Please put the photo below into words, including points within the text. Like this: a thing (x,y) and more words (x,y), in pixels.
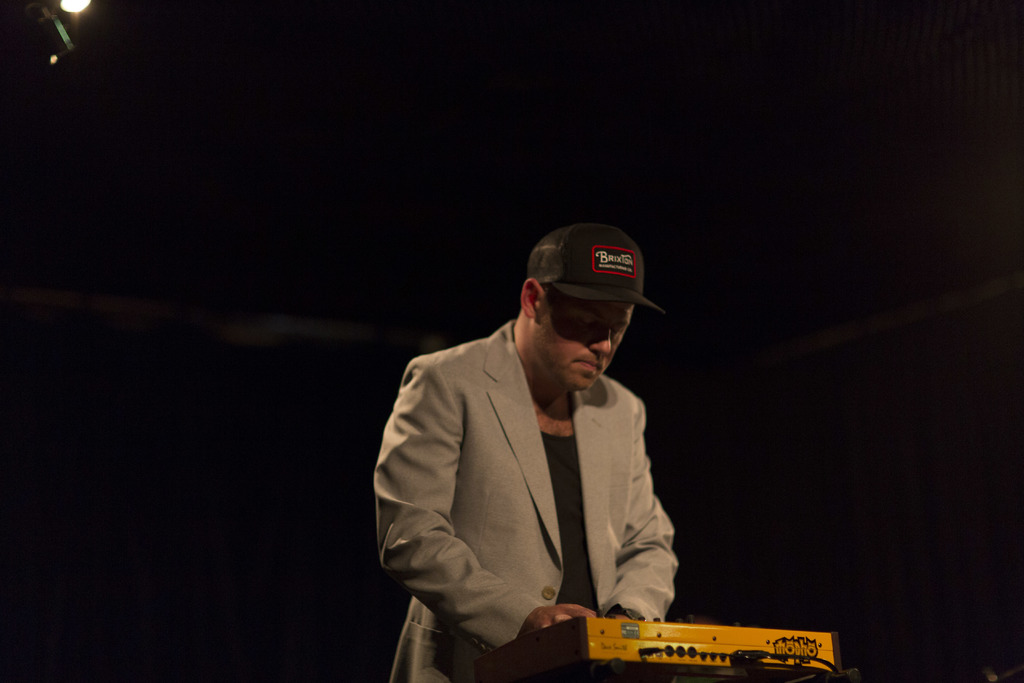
In this image I can see the person (464,483) standing and wearing the ash and black color dress (471,484) and also cap (559,247). He is standing in-front of the musical instrument (586,635) and there is a black background (175,318). I can also see the light (64,42) in the top (57,13).
